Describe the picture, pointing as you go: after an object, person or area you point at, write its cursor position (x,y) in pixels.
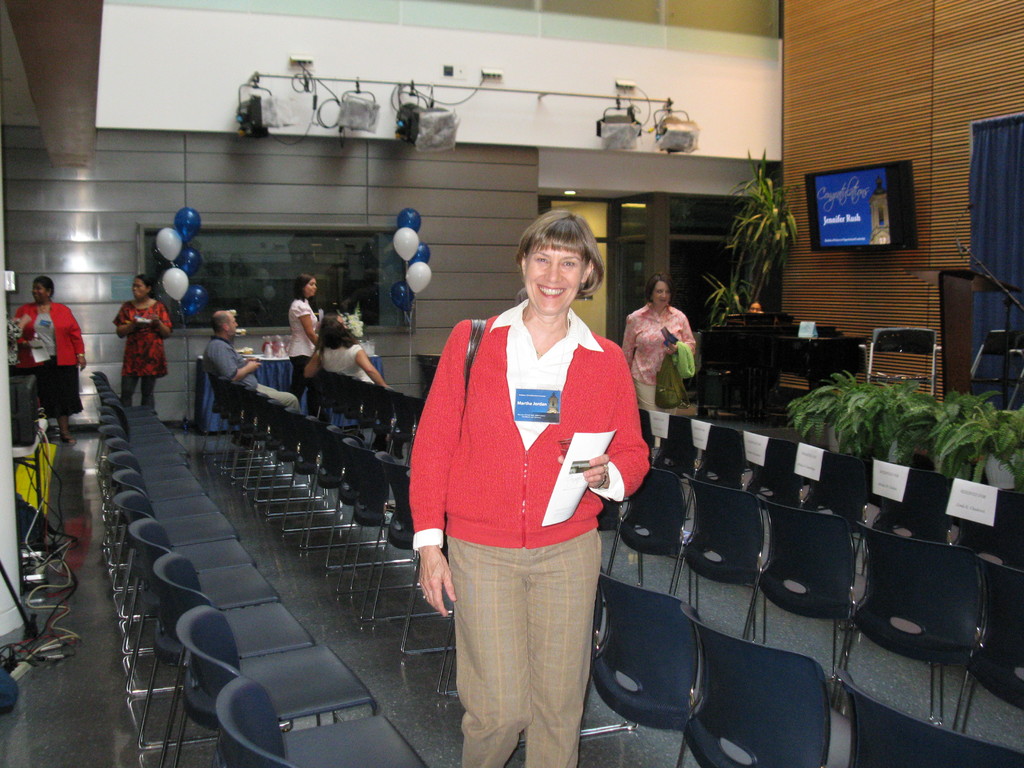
In this image we can see a woman (503,603) is standing. She is holding an object (582,496) in her hand (596,458) and carrying bag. In the background (879,415), we can see so many chairs (731,471), plants (859,415), people (133,340) and balloons (419,287). At the top of the image (336,118), we can see the lights (686,129) and the wall (296,135). On the right side of the image (1008,385), we can see a podium (966,353), mic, curtain (989,250) and monitor (865,180). We can see some wires (43,570) and objects (24,404) on the left side of the image (13,446).
